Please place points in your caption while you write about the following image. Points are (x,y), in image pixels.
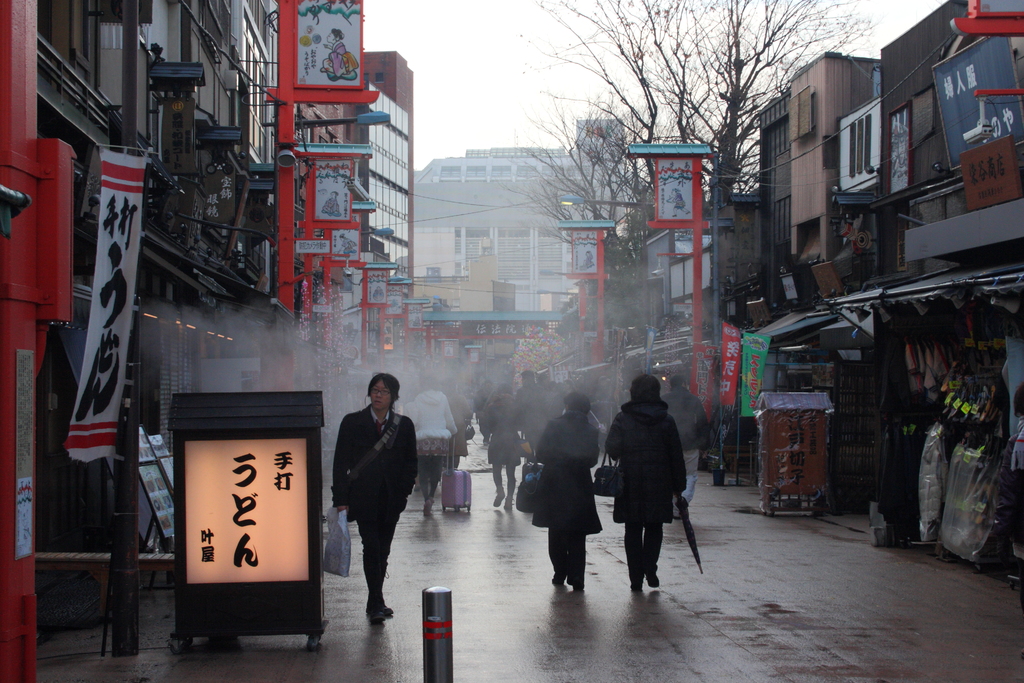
There is a road (633,629). On that there are many people (499,442). Some are holding bags (532,470) and umbrella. On the right side (858,283) there are buildings (850,275), trees (611,158) and poles (603,303) with boards (668,219). On the left side (167,234) also there are many buildings (233,142). Also there are poles (295,145) with boards (336,241). In the background (499,259) there is a building (482,183) and a sky (485,97).
